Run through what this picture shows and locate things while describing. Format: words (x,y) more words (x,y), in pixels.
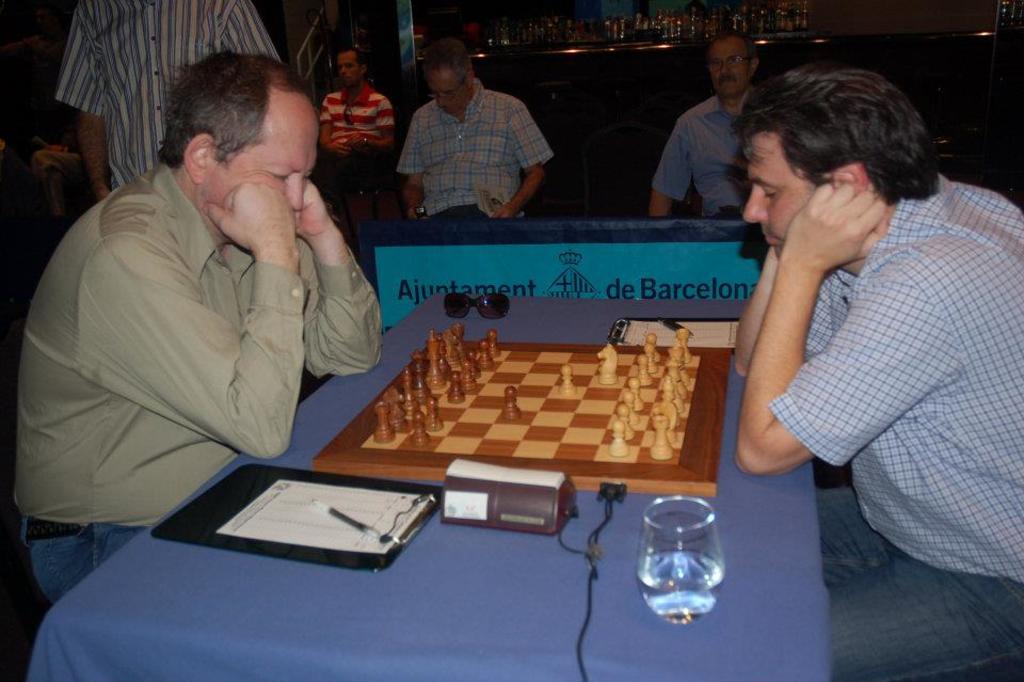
Few persons (446,197) are sitting on the chairs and this person (96,20) standing. We can see glass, paper (344,527), pen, cable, chess board (586,478), glasses (484,308) on the table (447,537). On the background (630,36) we can see group of bottles (677,25) on the table (630,49), wall (912,12).
